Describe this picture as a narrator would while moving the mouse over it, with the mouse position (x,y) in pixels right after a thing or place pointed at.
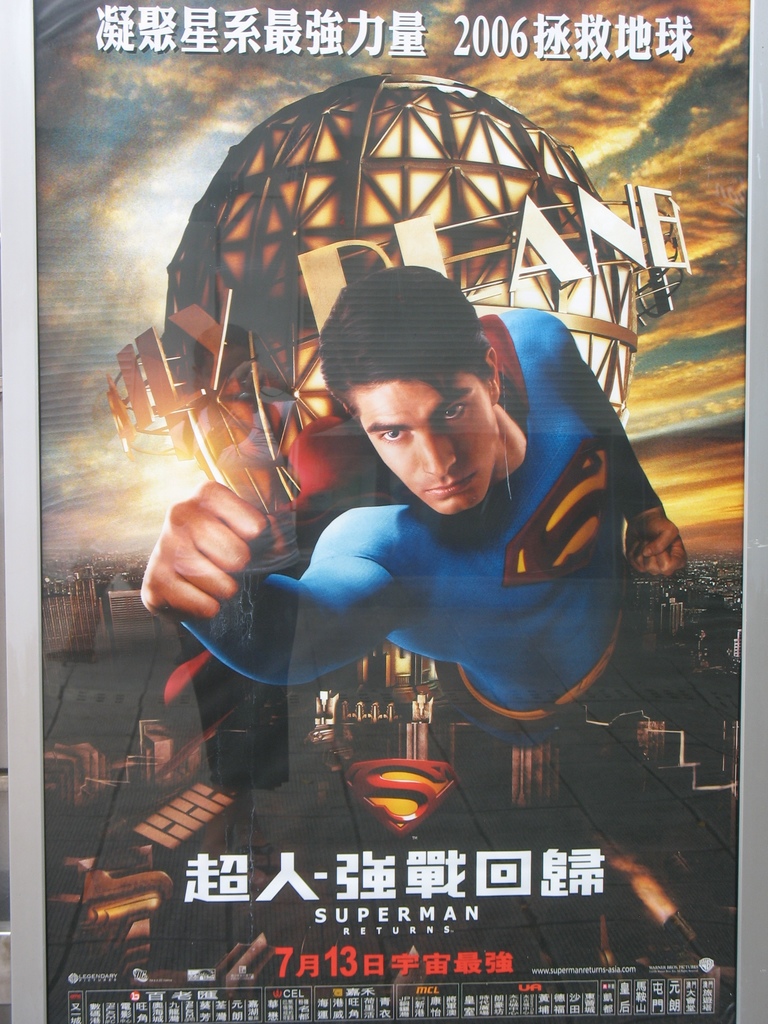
In this image we can see poster (373,743). On the poster (495,877) there is a person (533,590). In the background (166,736) there are buildings (162,736). Also something is written on the poster (89,110).
